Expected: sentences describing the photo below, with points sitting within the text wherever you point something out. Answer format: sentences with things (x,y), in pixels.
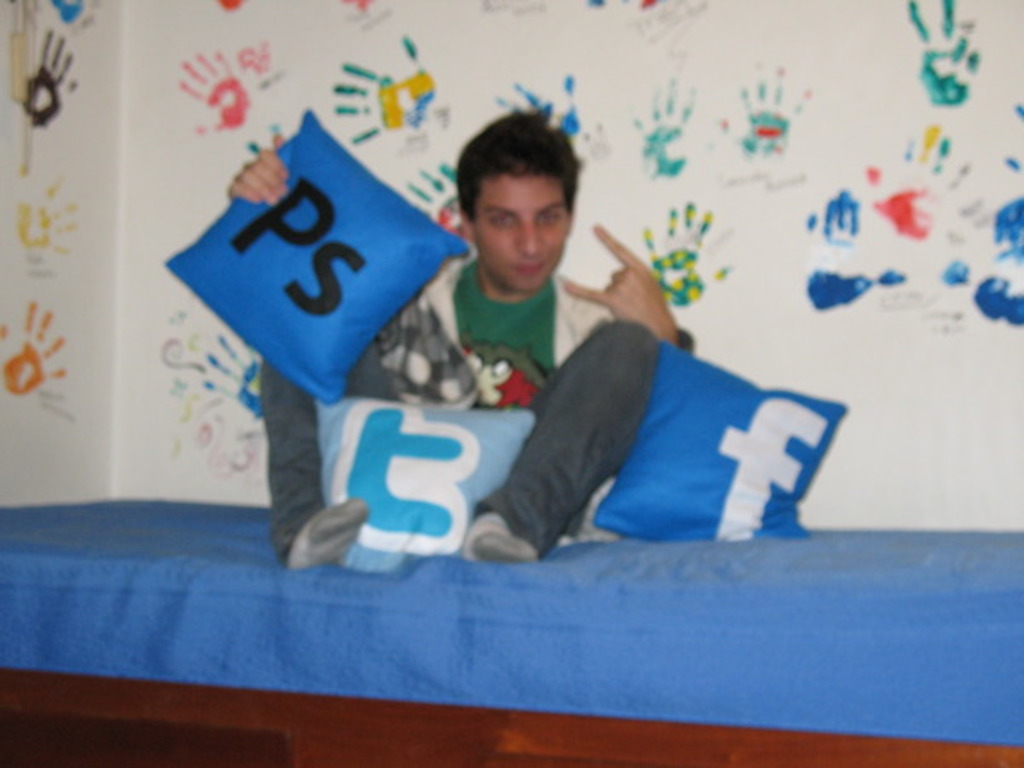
Here I can see a man (461,172) sitting on a bed (410,635). Along with the man (400,345) there are few pillows (424,449). At the back of this man (422,381) there is a wall (558,98) on which I can see few handprints (232,89).
